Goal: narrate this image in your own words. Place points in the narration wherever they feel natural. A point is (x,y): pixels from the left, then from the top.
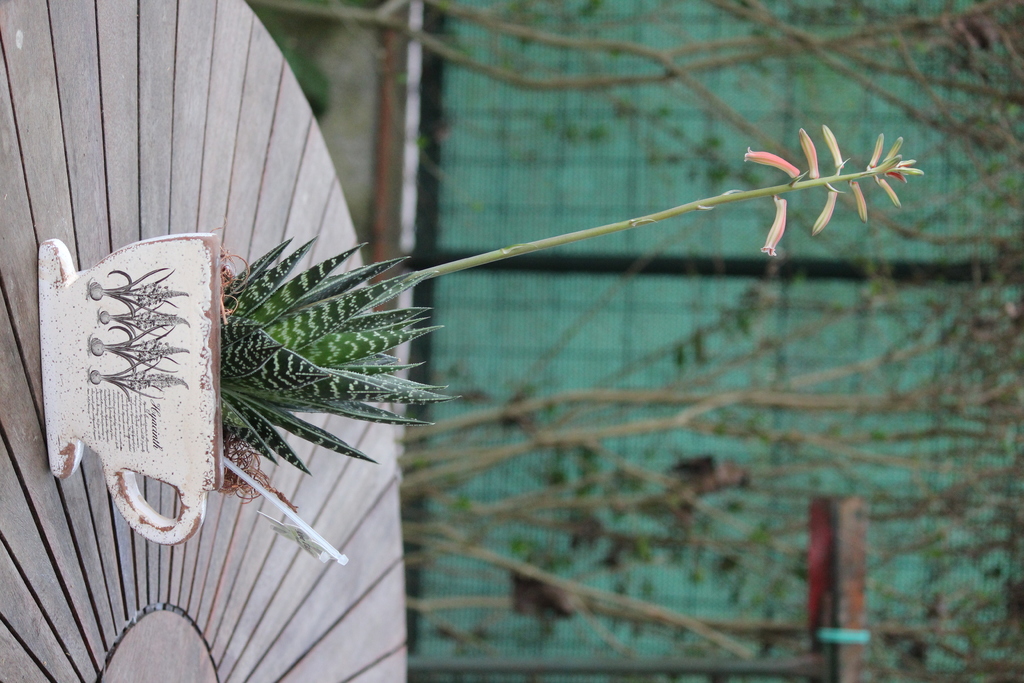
In this image we can see a small plant (225,395) on the wooden surface (267,613). In the background (600,381), we can see trees (705,91) and a mesh (674,156).
